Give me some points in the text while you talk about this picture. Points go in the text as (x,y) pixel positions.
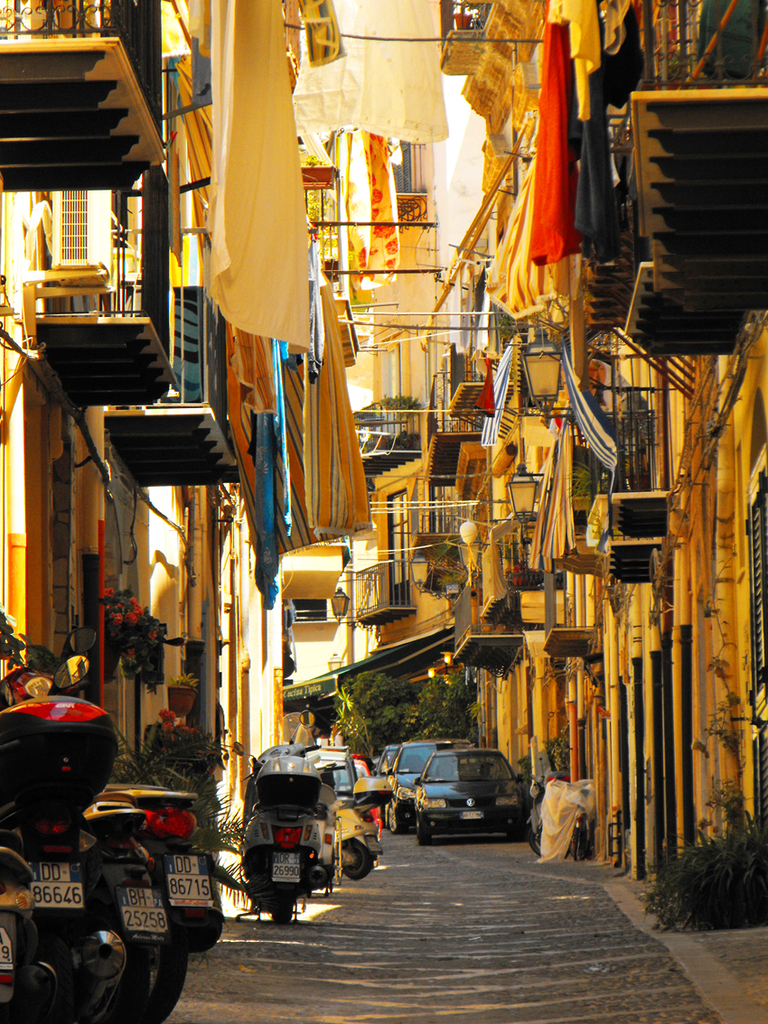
In this picture, we can see a few buildings (598,278), and we can see some objects (516,304) attached to it, we can see poles (520,356), clothes (509,354), fencing (525,541), a path (313,988), a few vehicles (408,797), lights (530,356), and plants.
